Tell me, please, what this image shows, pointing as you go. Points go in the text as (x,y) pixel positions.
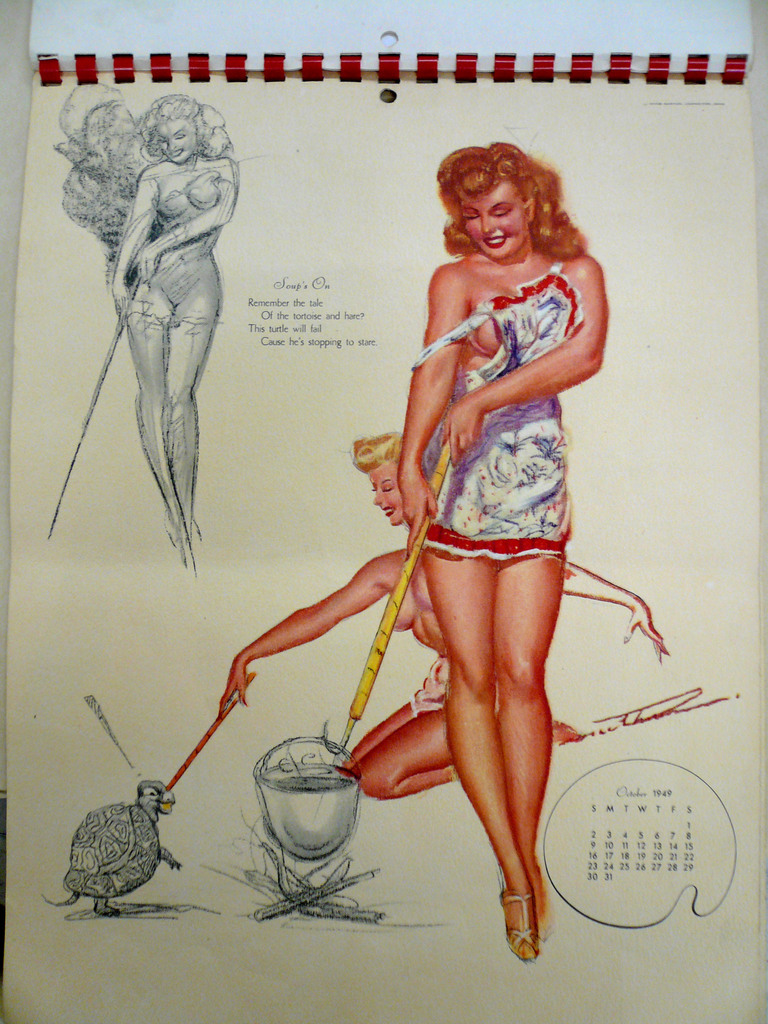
In the image we can see the drawing (418,499) of the people (436,563) wearing clothes (439,548), here we can see the sketch (159,187) and we can even see the text (270,310).
